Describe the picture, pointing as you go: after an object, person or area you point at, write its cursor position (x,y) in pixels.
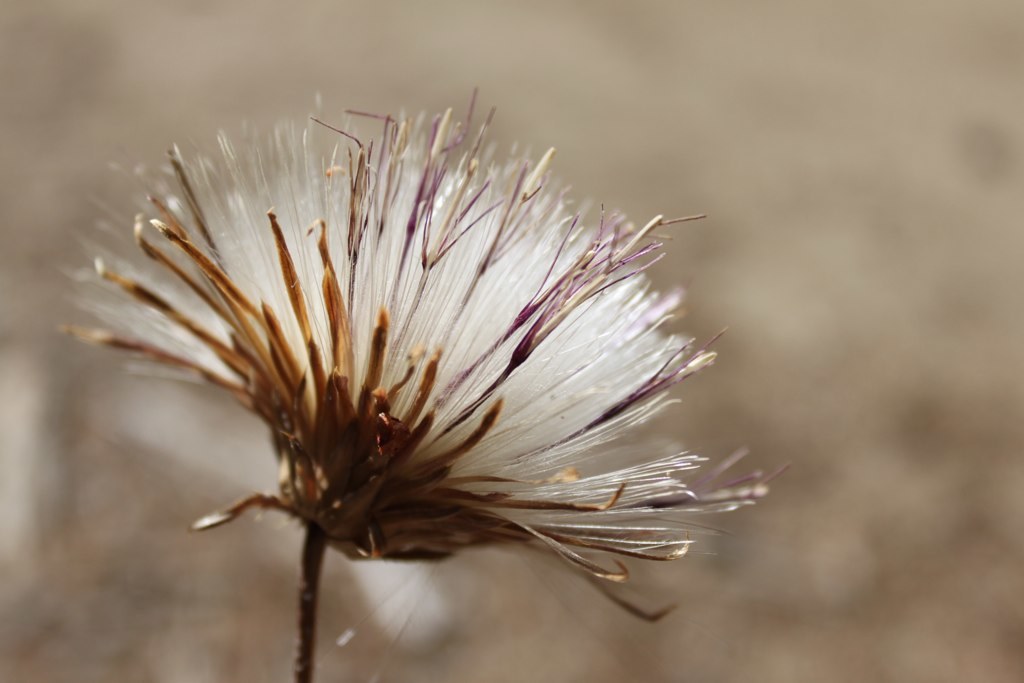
In this image I can see a flower (322,477) to a stem (308,603). The background (770,104) is blurred.
